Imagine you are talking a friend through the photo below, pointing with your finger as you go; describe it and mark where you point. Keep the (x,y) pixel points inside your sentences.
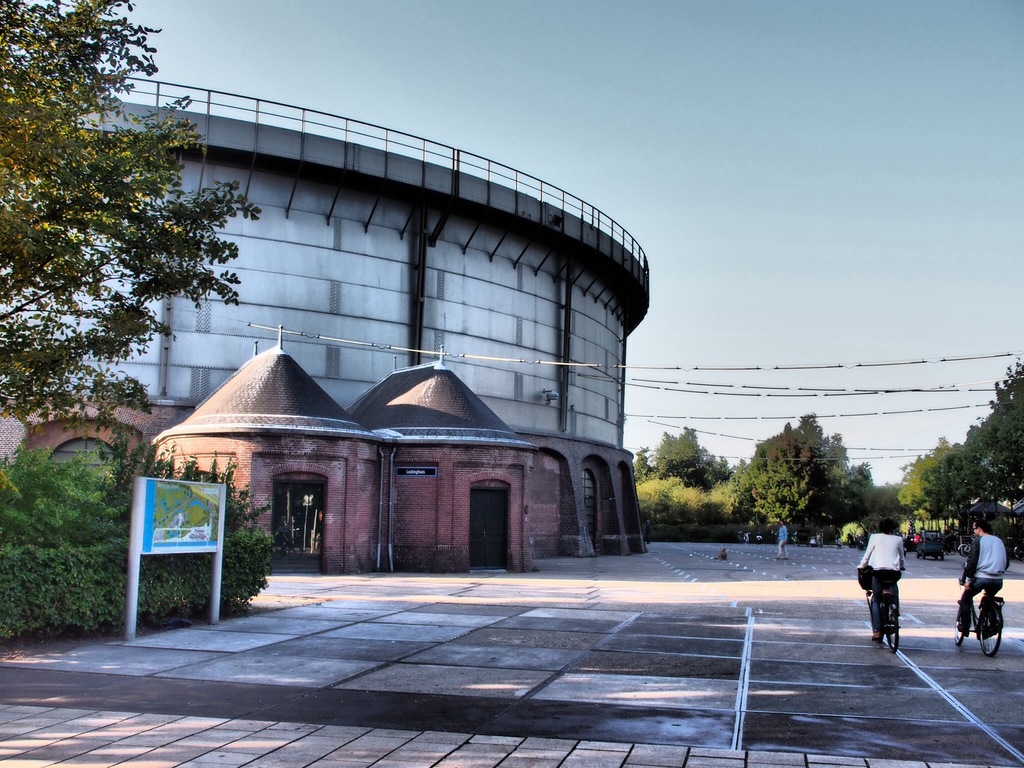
In this image at the bottom (392,673) there is walkway (390,621), and on the right side of the image (995,544) there are two persons (884,582) who are sitting on cycles (884,582). And on the left side (131,438) there is a building (435,393), trees (91,152), plants (82,484), board (187,524). And in the background (666,511) there are some trees (725,468), and wires (870,364), at the top (608,126) there is sky (608,126).
